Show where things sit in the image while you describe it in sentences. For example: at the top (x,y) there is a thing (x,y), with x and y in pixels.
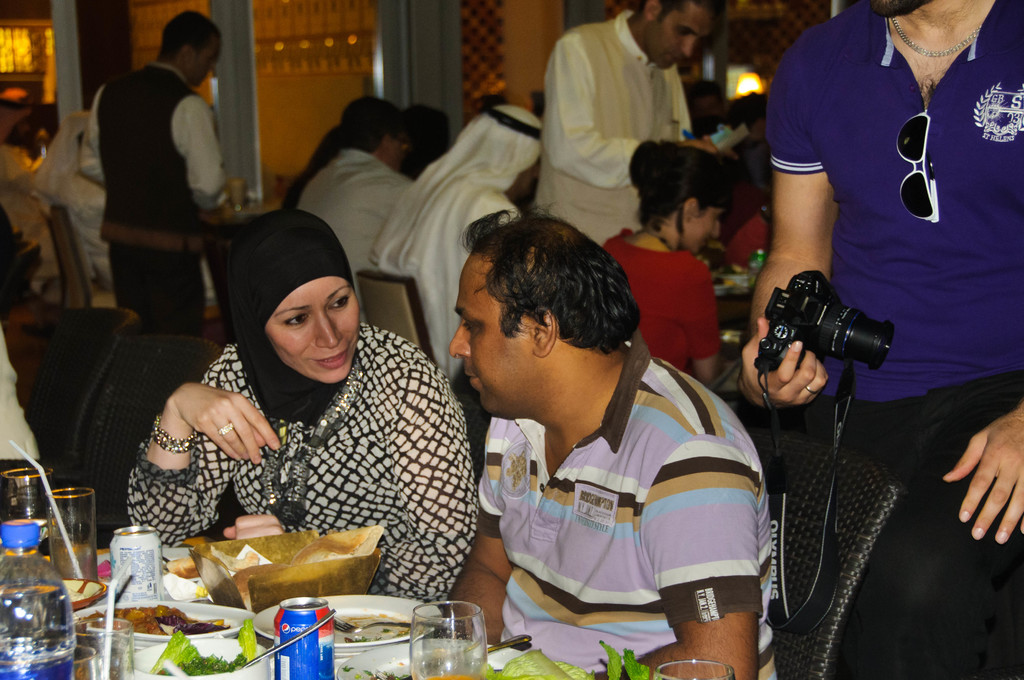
In the center (554,377) we can see two persons (667,442) were sitting on the chair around the table (226,556). On table (114,644) there is a food items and on the right (863,193) we can see one person (873,273) standing and holding camera (873,351). And coming to background (611,149) we can see few persons (477,164) were standing and sitting on the chair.
